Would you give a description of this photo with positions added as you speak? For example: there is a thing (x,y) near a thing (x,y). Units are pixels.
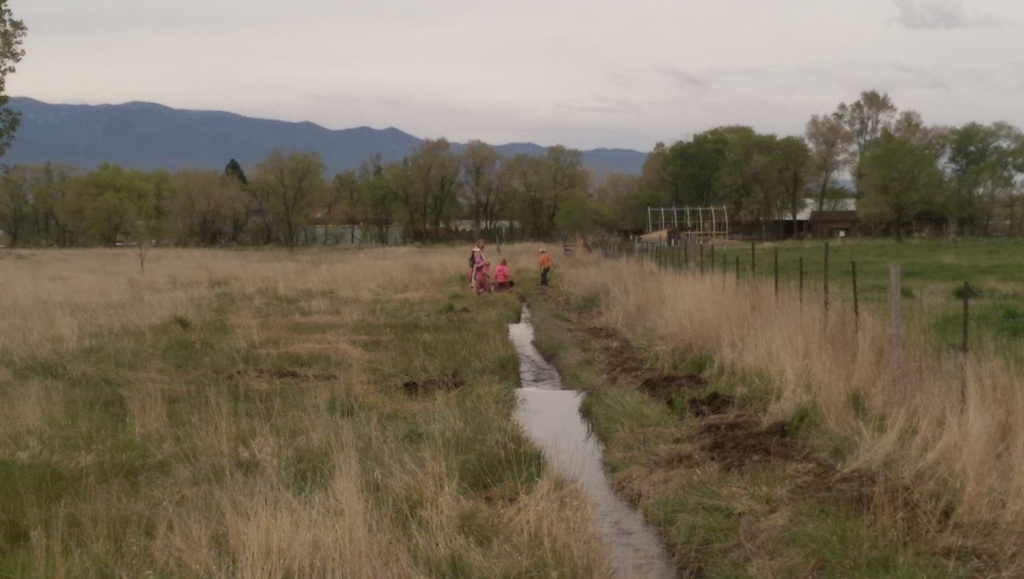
In this image I can see in the middle (475,287) few persons (545,285) are there, in the background (885,177) there are trees (694,214). At the bottom (536,403) it looks like water (558,454), at the top (508,61) there is the sky (577,95).
